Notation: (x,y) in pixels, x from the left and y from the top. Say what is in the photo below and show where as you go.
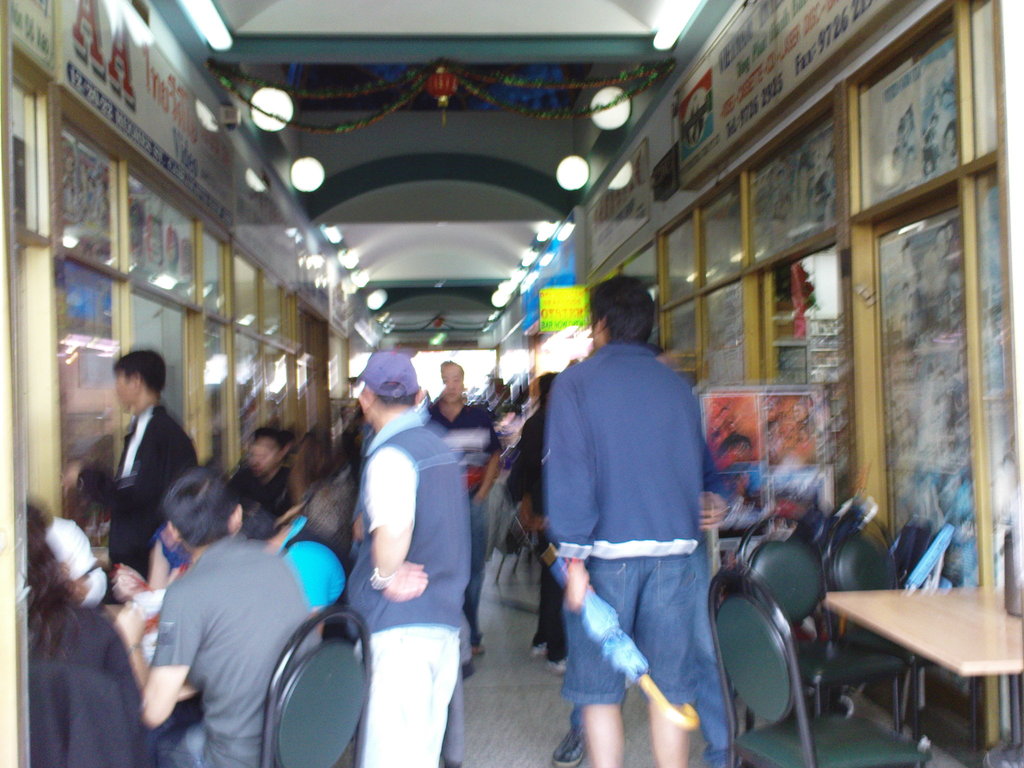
There is building (439,181) with glass wall (79,305) and stickers (99,303) on it. There is a man (213,499) sitting on chairs (361,711) around the table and few men (400,706) walking in the way (475,734).
